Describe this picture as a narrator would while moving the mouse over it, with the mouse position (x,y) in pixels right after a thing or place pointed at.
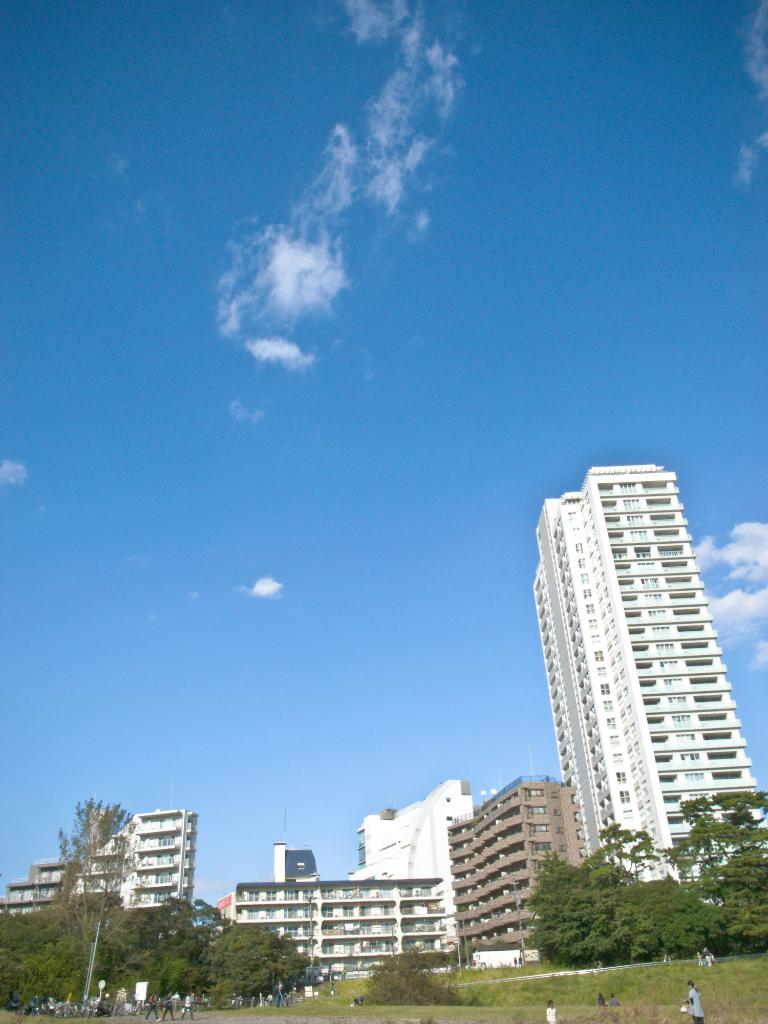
In this picture I can see few buildings (410,863), trees (40,966) and I can see few people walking and few are standing and a blue cloudy sky (282,385).
